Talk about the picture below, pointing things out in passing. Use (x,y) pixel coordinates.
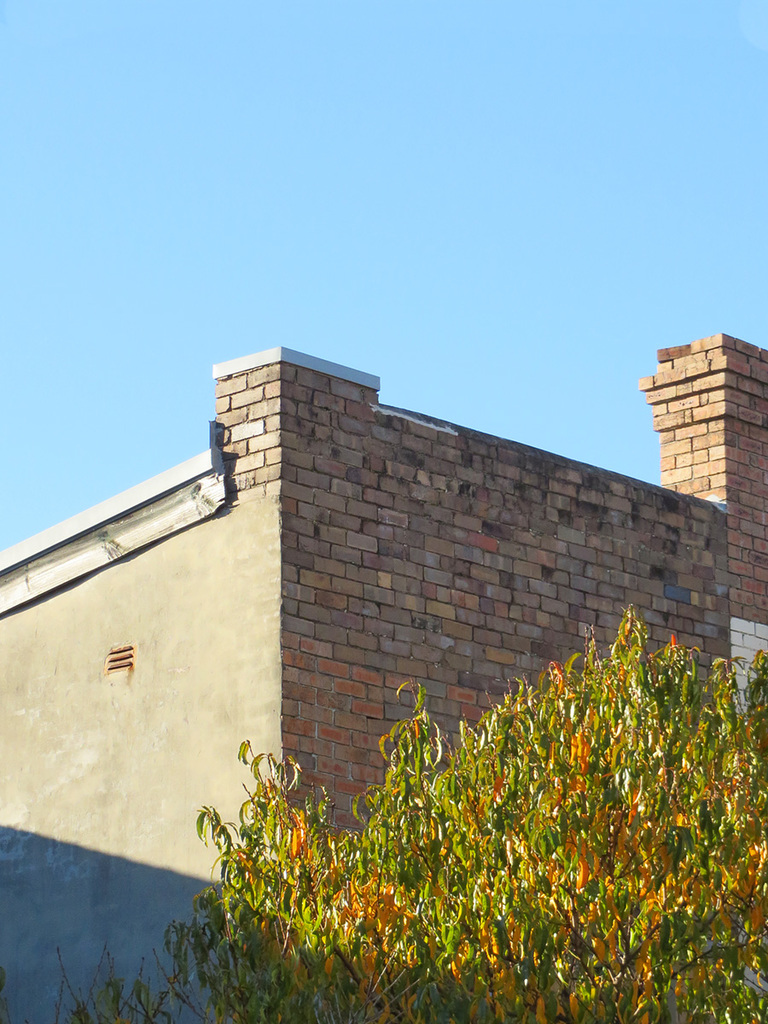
In the picture I can see a building (468,698) and a tree (499,896). In the background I can see the sky (392,349).
